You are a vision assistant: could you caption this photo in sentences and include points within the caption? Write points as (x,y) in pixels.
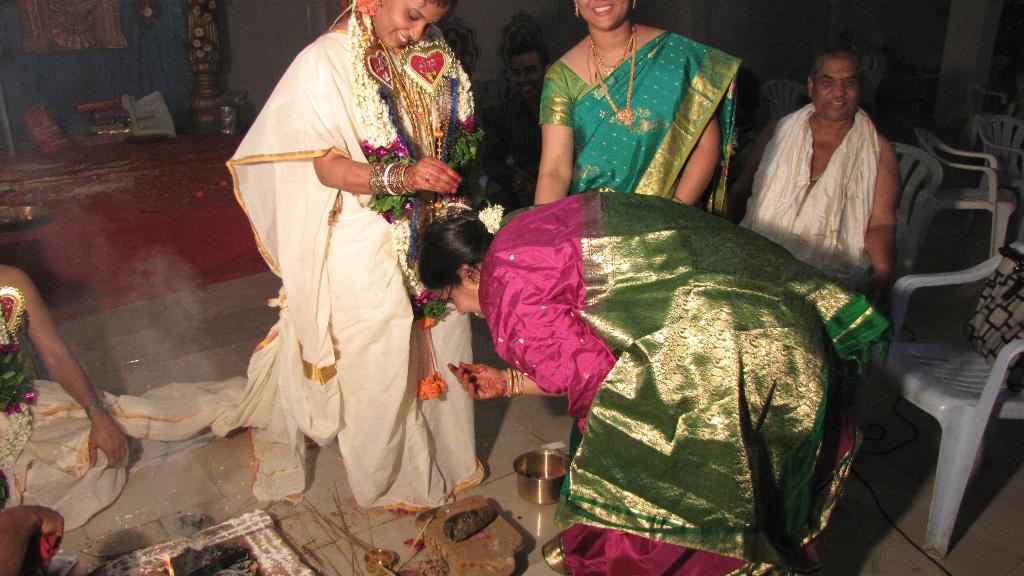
In this image there is a woman (342,131) wearing a saree (342,150). She is wearing garlands (392,133). Before her there is a woman (600,352). There is a woman (679,143) standing on the floor (525,509) having the bowl (529,483), stone (471,541) and few objects (341,552). A person (3,449) is sitting on the floor (196,478). Right side (820,138) a person (847,179) is sitting on the chair (913,284). Beside him there is a bag (980,333) on the chair (949,358). There are chairs (950,386) on the floor (233,292). There are objects (122,133) on the shelf (142,154). Left top there is a picture frame (92,18) attached to the wall (291,30). Left bottom a person's hand (52,526) is visible.
